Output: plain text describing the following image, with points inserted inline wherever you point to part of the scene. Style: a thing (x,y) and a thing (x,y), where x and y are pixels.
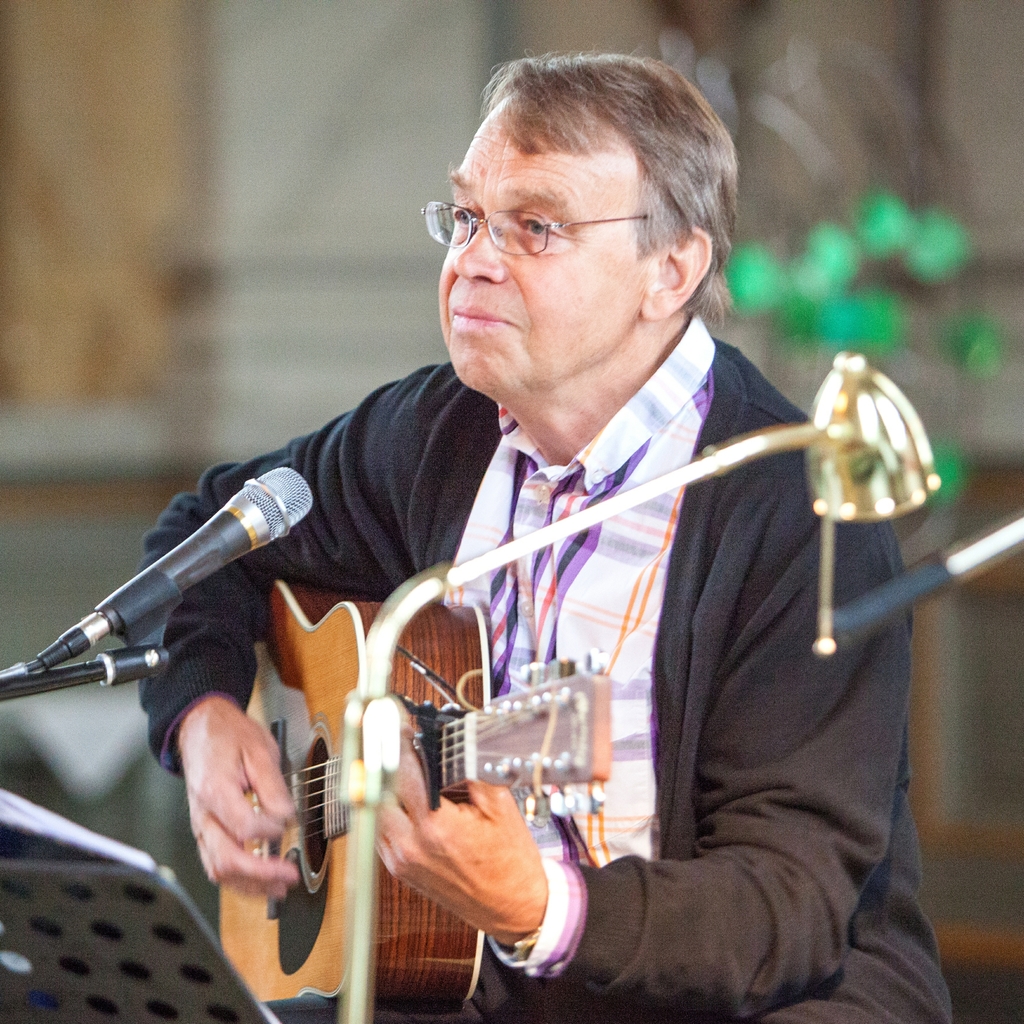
The man (781,655) with black jacket (744,779) is playing guitar (337,740). In front of him there is a mic (186,576). He is wearing spectacles (433,219).
